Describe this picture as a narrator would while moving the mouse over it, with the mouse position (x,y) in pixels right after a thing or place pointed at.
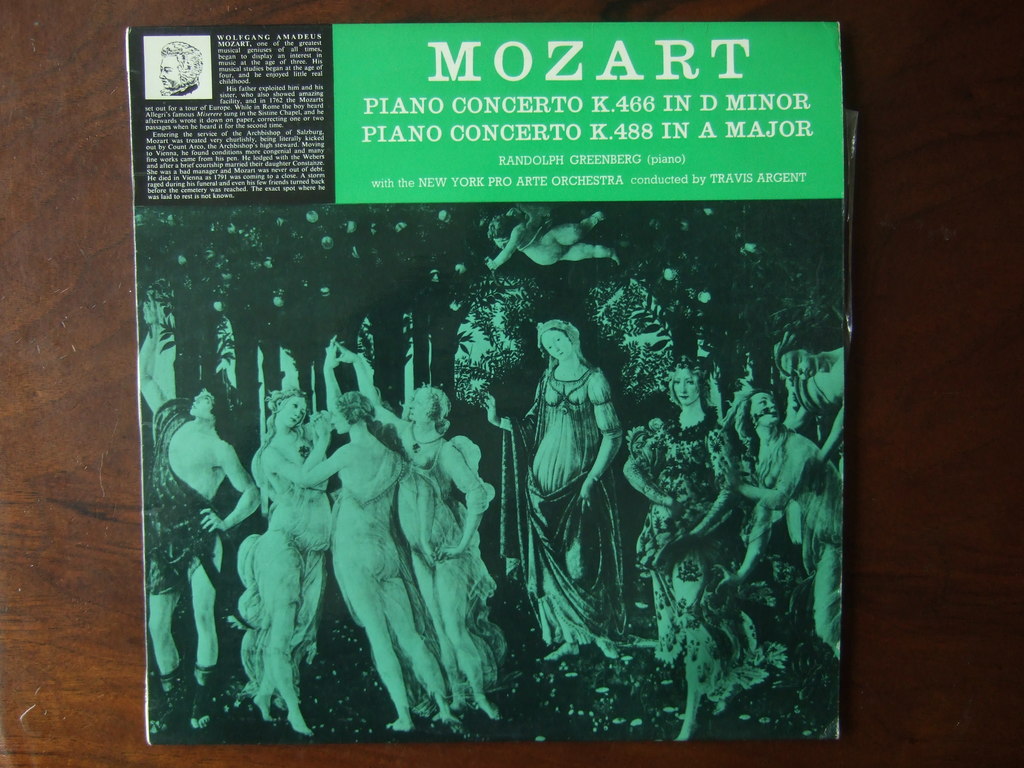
In this image we can see a poster (444,193) with some text (322,107) and a picture (710,352) and in the picture (572,552) we can see some people (585,551) and few trees (251,254) and the poster (240,213) placed on the table (934,703).
